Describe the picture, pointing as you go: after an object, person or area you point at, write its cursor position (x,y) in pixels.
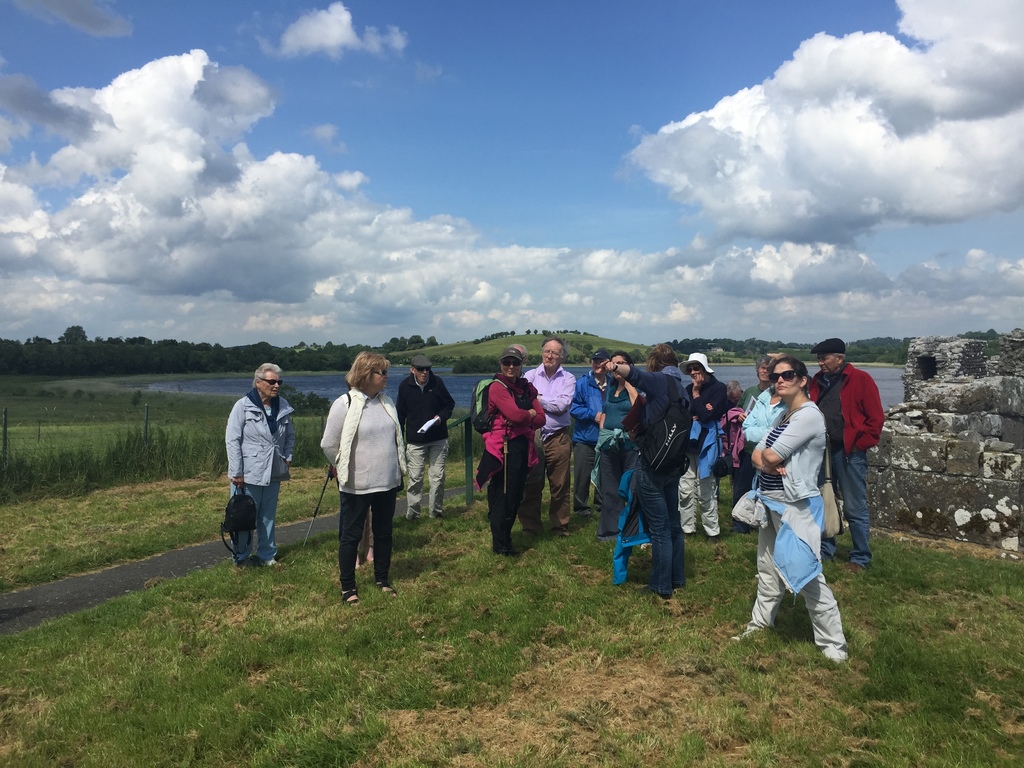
In the picture we can see a few people (261,508) are standing on the grass surface (142,512) and beside them, we can see a part of the wall (985,407) and in the background (10,375), we can see the water surface (582,374), trees (34,368), hill (463,354) covered with grass (441,350) and behind it we can see the sky (630,245) with clouds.
